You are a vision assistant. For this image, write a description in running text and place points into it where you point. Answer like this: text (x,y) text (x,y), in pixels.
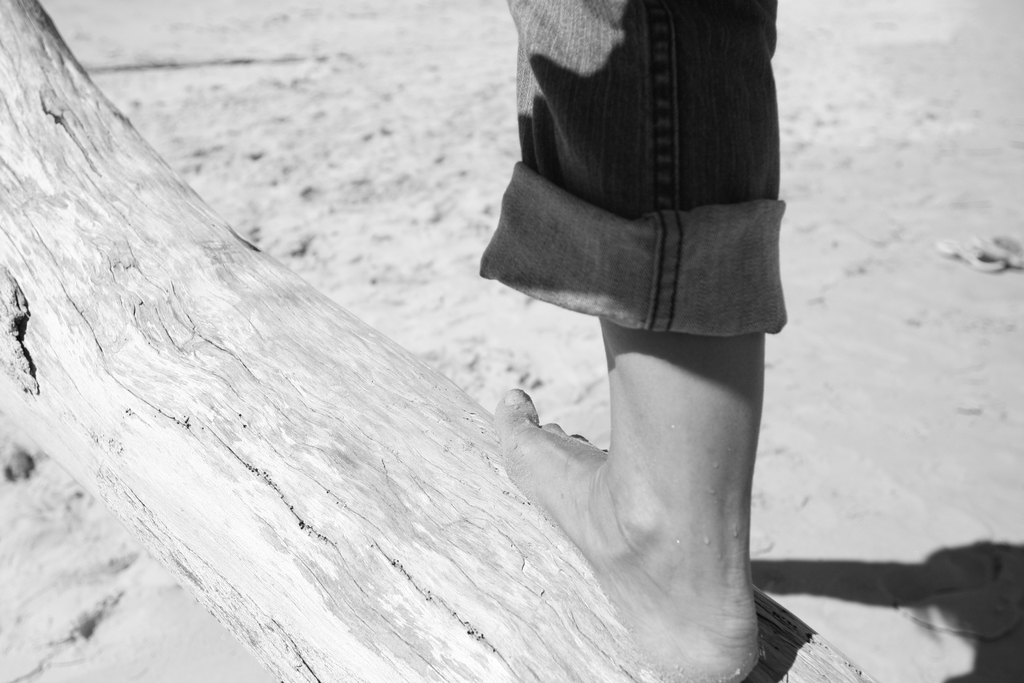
At the bottom of the image (398,545) there is a log (276,496) and we can see a person's leg (630,518) on the log (378,527). In the background (411,257) there is sand (831,310).
